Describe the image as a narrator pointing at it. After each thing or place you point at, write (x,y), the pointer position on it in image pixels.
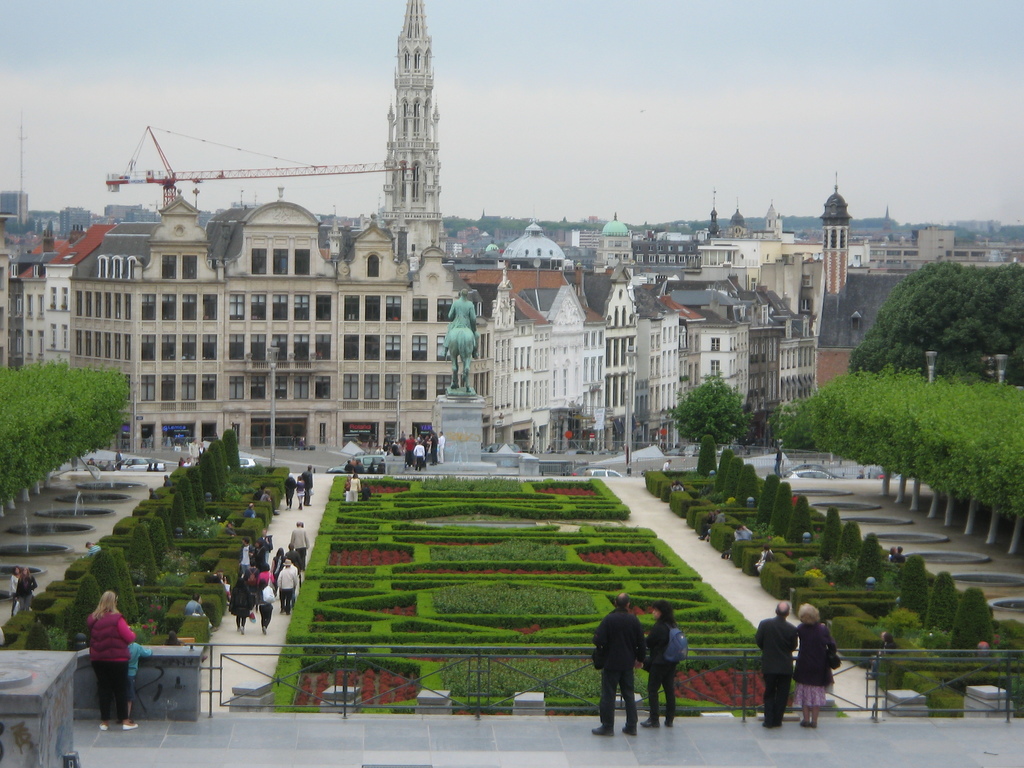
In the image we can see a group of buildings (493,319). In front of buildings (285,386) we can see a statue (459,426), persons (436,446), plants (151,558) and trees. At the bottom (108,654) we can see a railing (512,708) and few persons (100,669) standing on the floor (884,766). Behind the buildings (564,336) we can see a tower crane (199,178). At the top (509,142) we can see the sky (566,142).
